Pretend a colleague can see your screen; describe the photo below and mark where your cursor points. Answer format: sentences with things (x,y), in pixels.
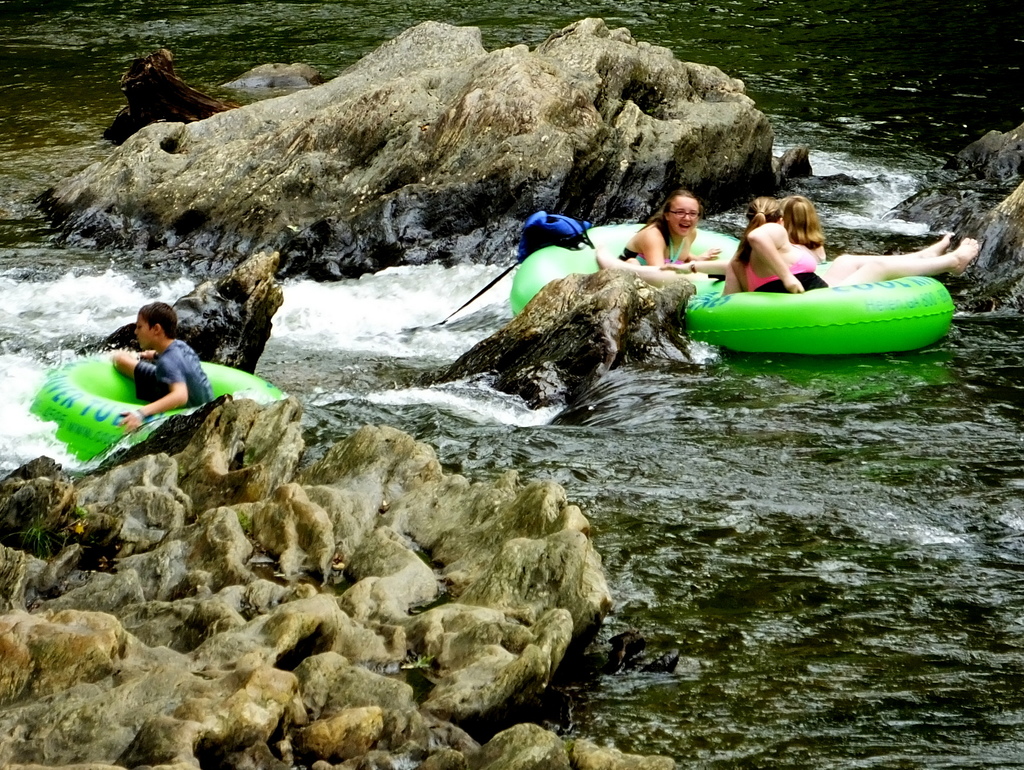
Here in this picture we can see rock stones (517,154) present in the middle of the river (519,30) over there and we can see people (184,358) travelling in the water (95,358) with the help of tubes (710,288) present with them over there.
